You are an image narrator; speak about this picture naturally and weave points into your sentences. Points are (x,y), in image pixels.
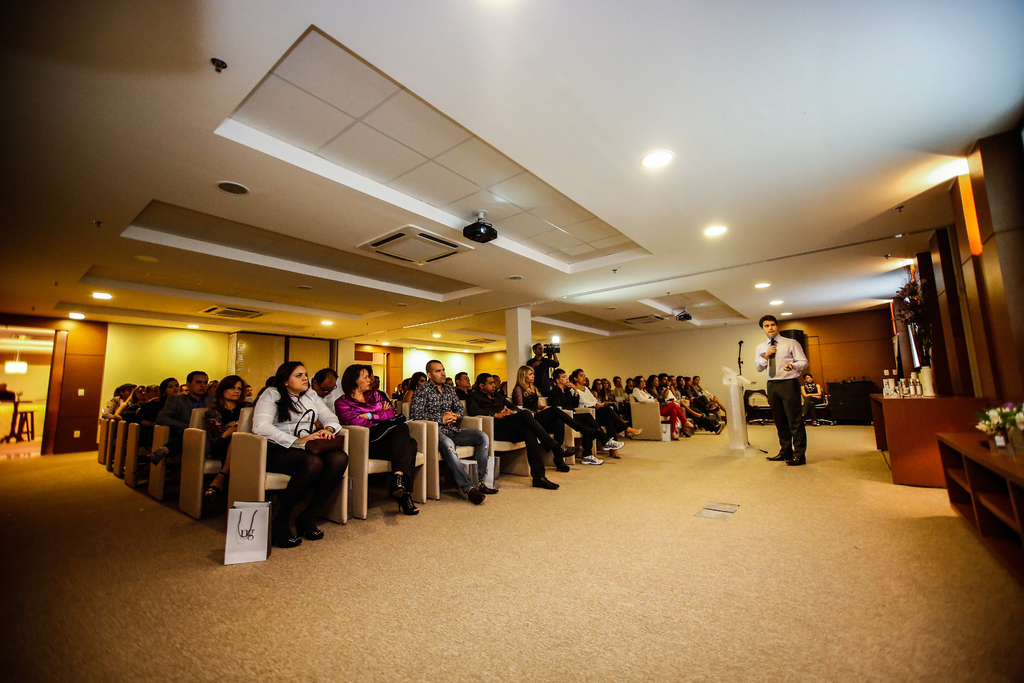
In this image I can see inside view of a room (655,452) where on the left side (290,532) I can see number of people (712,416) are sitting and on the right side (779,318) I can see one man (780,346) is standing. On the left side of this image (244,514) I can see a white colour bag (268,527) and on the right side (925,354) I can see few flowers (926,328). On the ceiling (402,77) I can see number of lights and a black colour projector (475,234).
